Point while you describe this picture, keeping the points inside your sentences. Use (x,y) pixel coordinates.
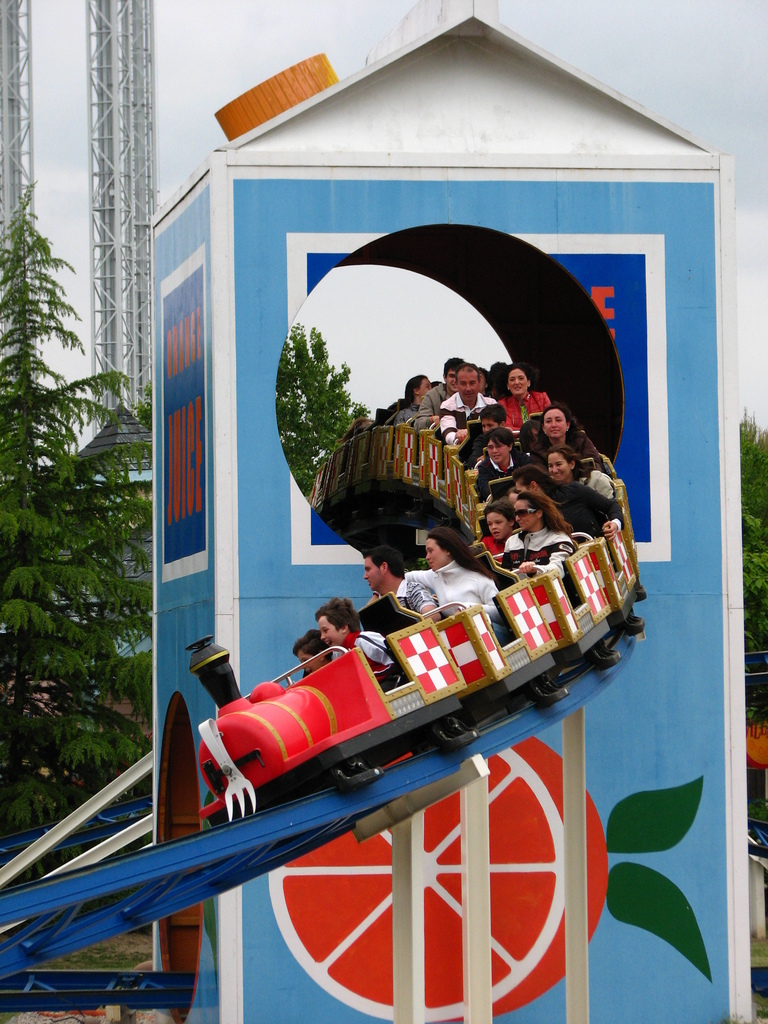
In the image we can see there are people (468,567) sitting on the toy train (478,425) and it is a roller coaster ride (600,563). Behind there are trees (58,442) and there are iron poles (130,193). The sky (161,185) is cloudy.
